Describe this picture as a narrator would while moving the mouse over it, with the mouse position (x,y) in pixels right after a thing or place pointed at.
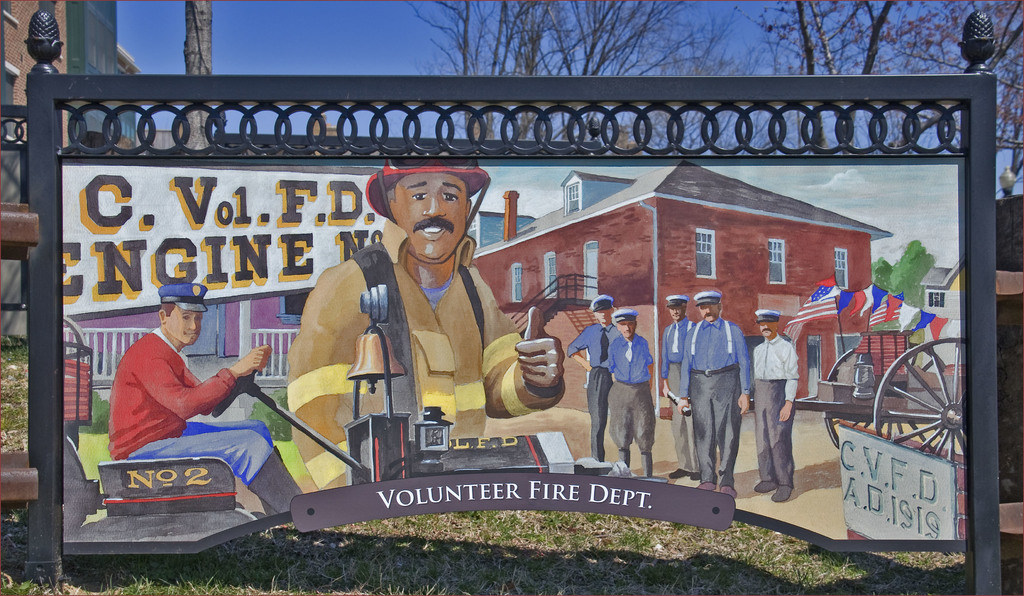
In this picture there is a board (714,470) in the foreground (666,476). There is a painting (371,356) of a group of people (432,352) and there is a painting (687,388) of a building (638,284), trees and flags (886,313) and there is a text (76,291) on the board (694,390). At the back (118,47) there is a building (108,46) and there are trees (613,54). At the top (426,14) there is sky (386,23). At the bottom (466,532) there is grass (514,540).
